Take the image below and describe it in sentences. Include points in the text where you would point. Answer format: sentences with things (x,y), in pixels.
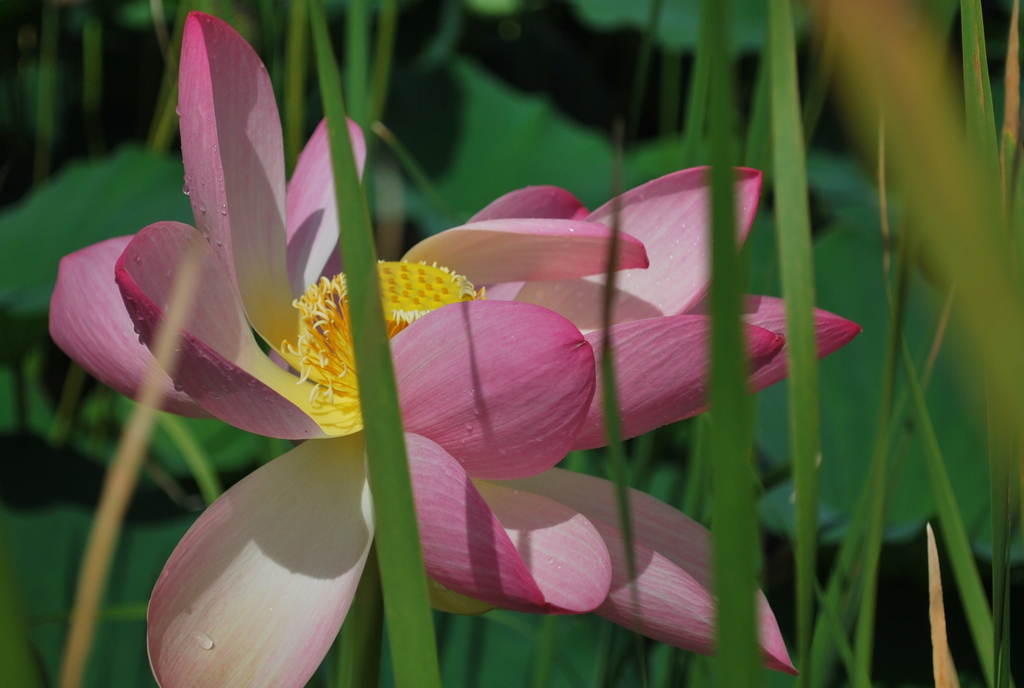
In this picture there is a flower (463,352) in the image and there is greenery (913,477) in the background area of the image (896,442).
